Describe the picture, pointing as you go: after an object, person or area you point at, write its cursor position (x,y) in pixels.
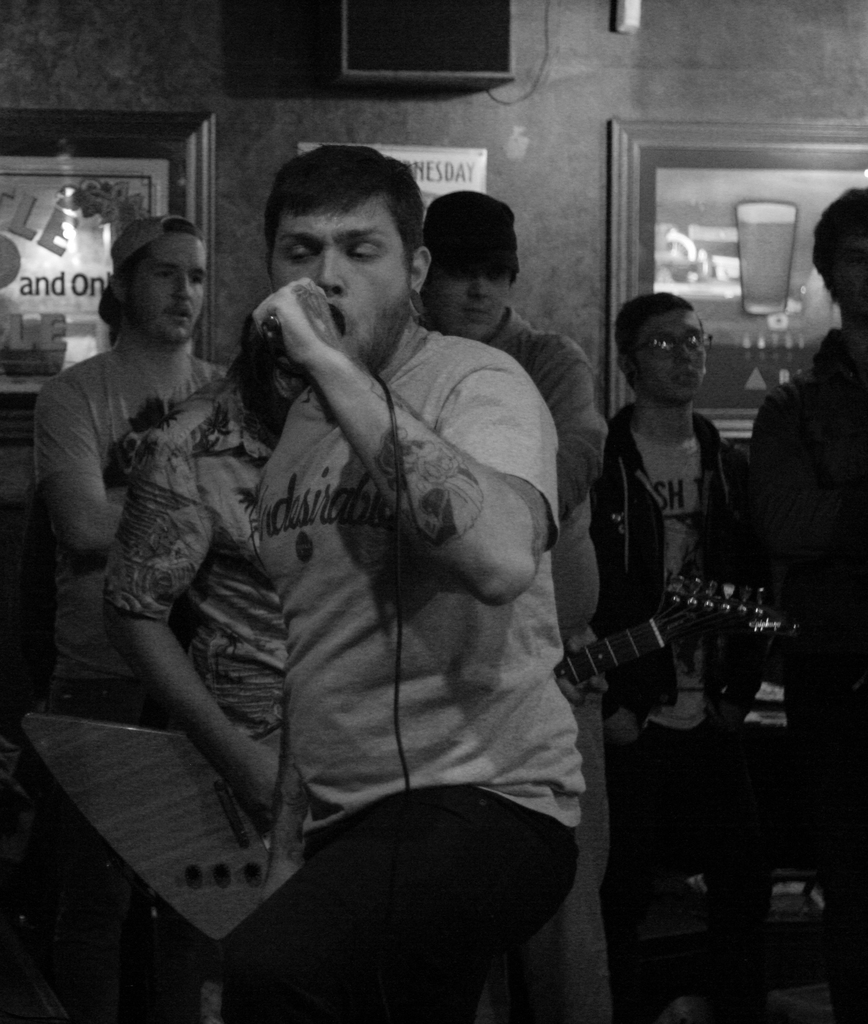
In this image i can see a person (422,498) holding a microphone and another person (263,600) holding a guitar (245,819) in his hands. In the background (560,471) i can see few persons (659,378) standing, a wall (513,175), a speaker (350,60) and few photo frames (92,180) attached to the wall (107,76).
